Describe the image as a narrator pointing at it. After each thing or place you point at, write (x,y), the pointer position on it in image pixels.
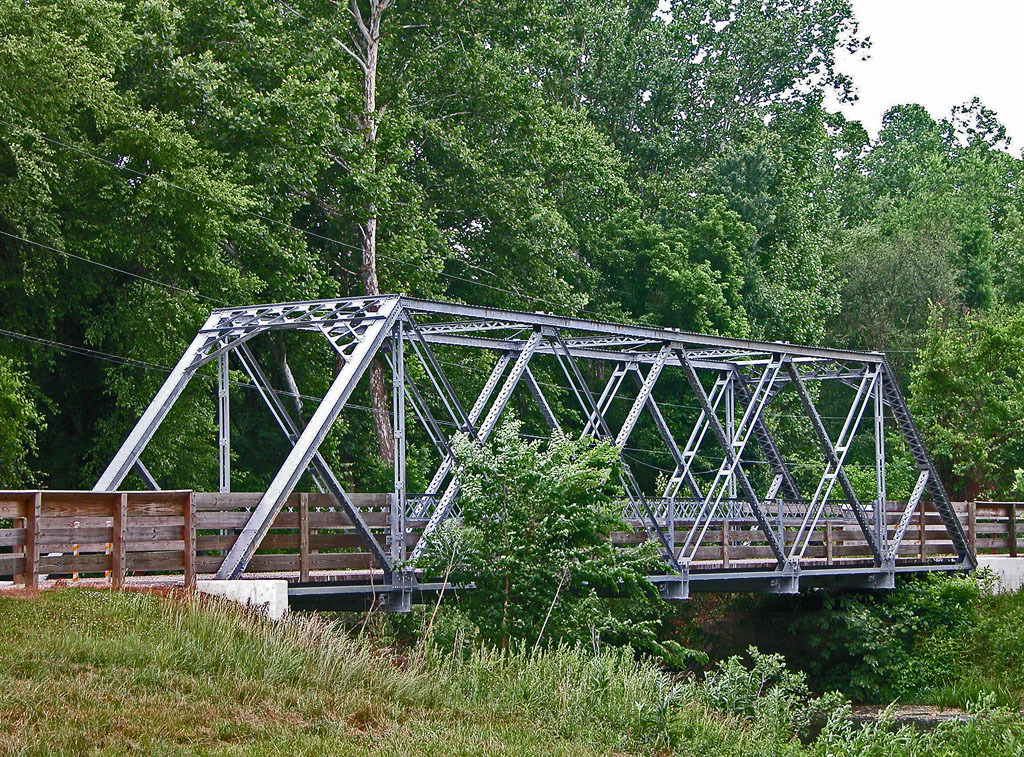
In the image we can see the bridge (429,527) made up of metal (400,518) and wood (679,532). Here we can see grass (422,686), trees (454,188), electric wires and the sky (915,78).
